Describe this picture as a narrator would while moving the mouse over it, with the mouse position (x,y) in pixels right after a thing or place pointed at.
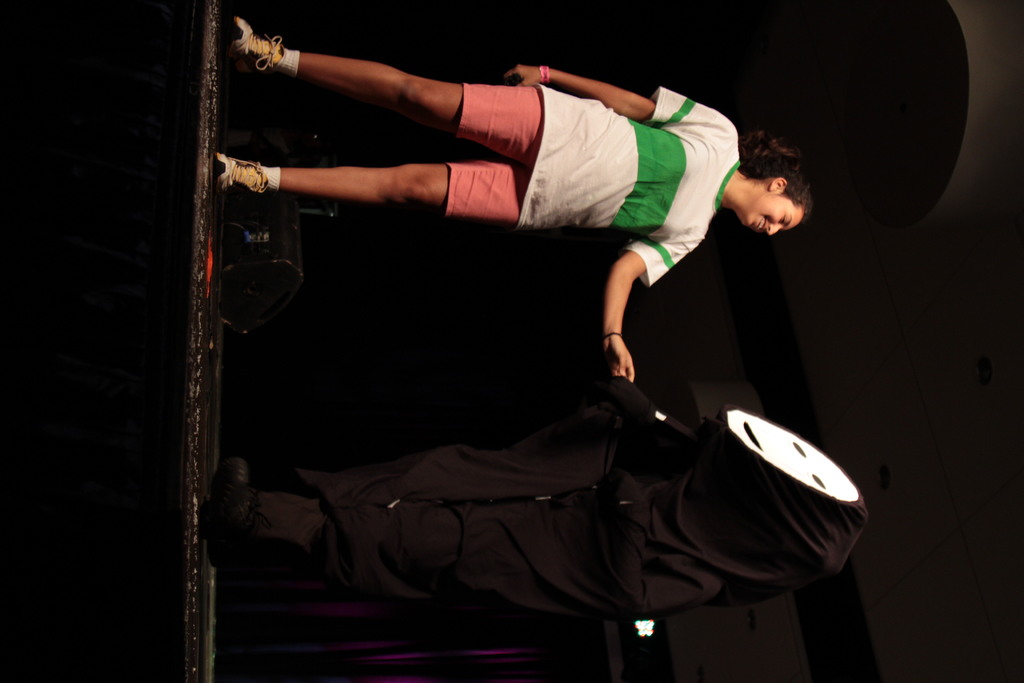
Here in this picture we can see a woman (691,248) standing over a place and smiling and beside her we can see something covered in black dress (387,461).
